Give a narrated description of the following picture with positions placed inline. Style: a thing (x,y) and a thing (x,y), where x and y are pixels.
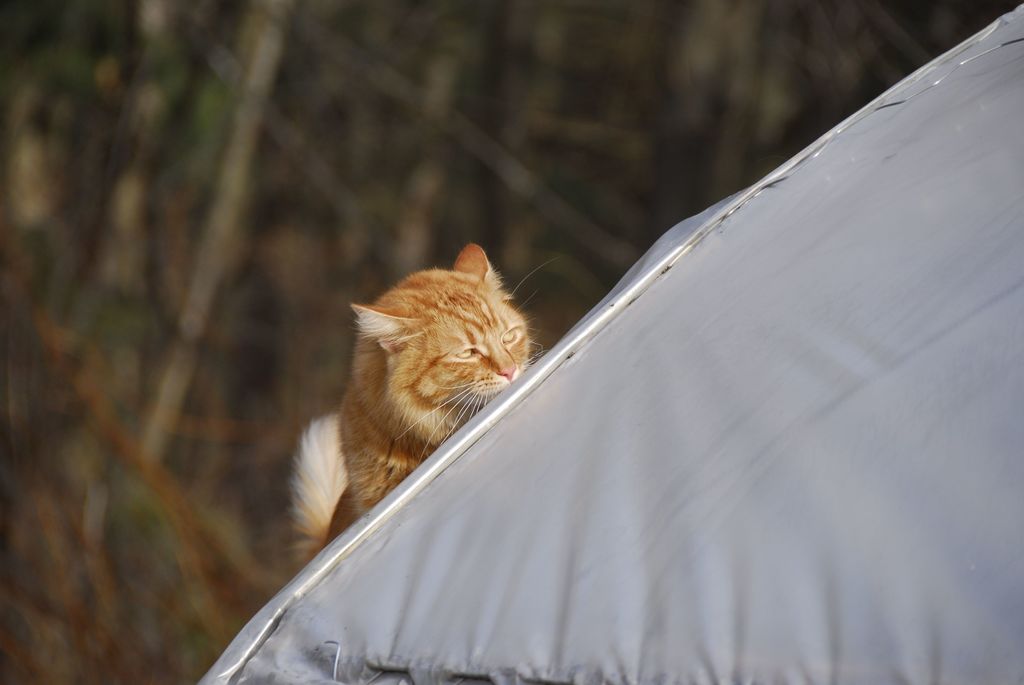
In the center of the image (419,399) there is a cat (417,386). On the right (860,281) there is a tent (645,503). In the background (544,234) there are trees (455,159).
